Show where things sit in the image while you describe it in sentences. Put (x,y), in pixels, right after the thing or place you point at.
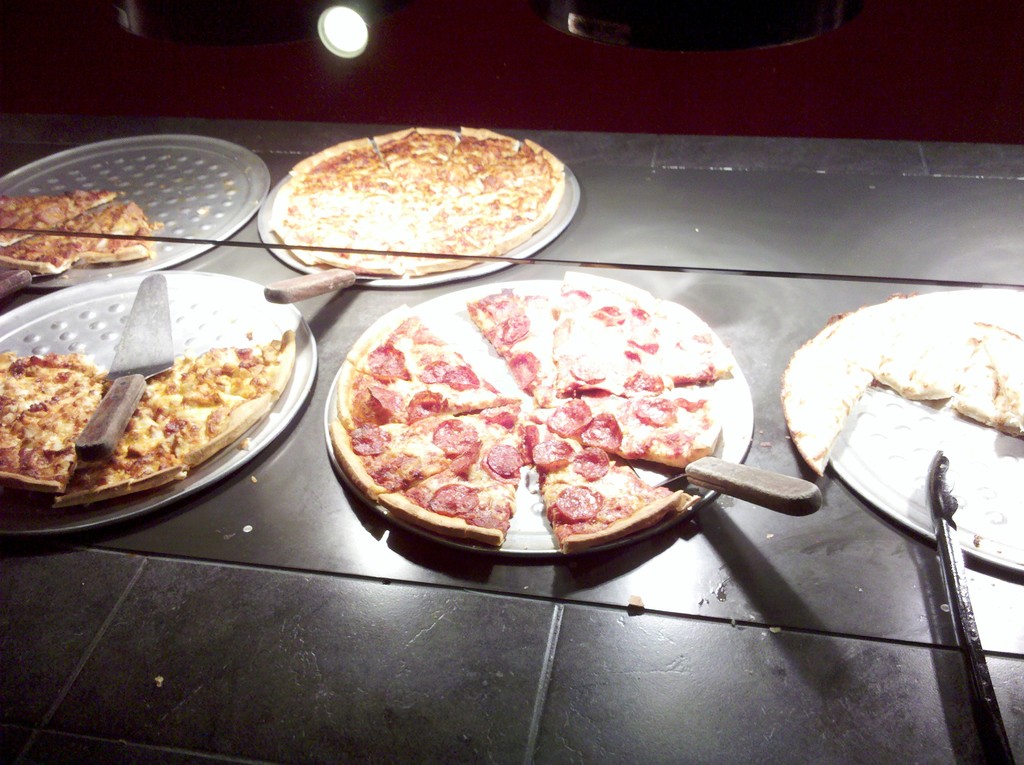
In this image we can see pizzas (681,456), knife (142,336) and pans (97,294) placed on the table (1002,585). In the background (359,49) there is light (347,42).
